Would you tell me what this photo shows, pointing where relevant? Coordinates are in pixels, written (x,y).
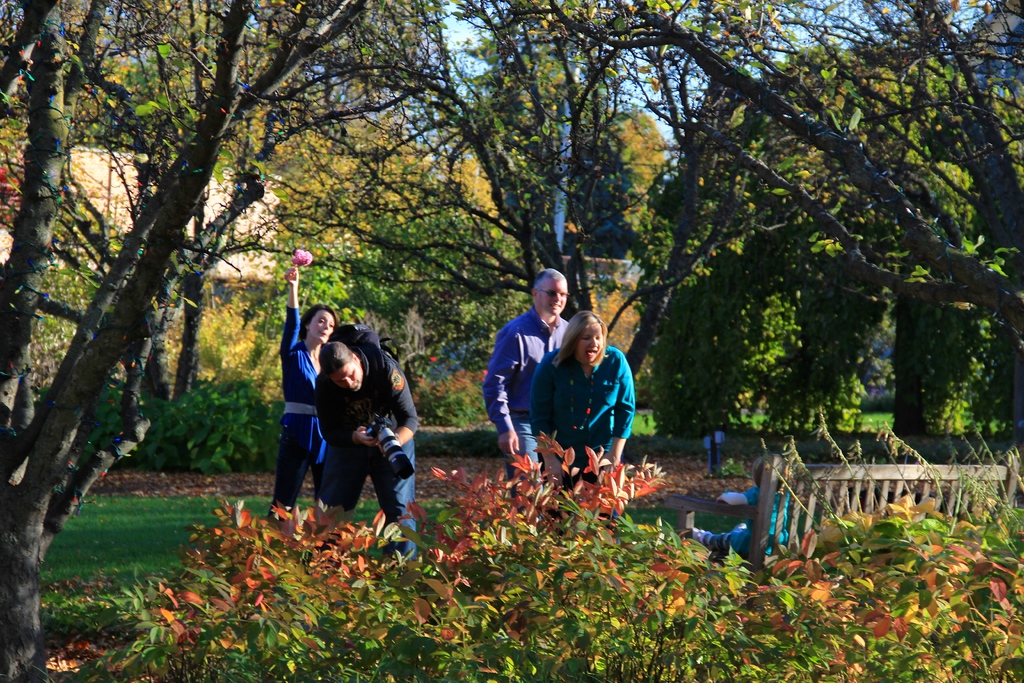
In the foreground of the image (540,615) we can see plants (899,566). In the middle of the image (533,357) we can see some persons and a small kid (701,534) is sitting on the bench (769,527) and one person (371,413) is taking a photograph of that kid (742,527). On the top of the image (483,95) we can see trees (443,170).
